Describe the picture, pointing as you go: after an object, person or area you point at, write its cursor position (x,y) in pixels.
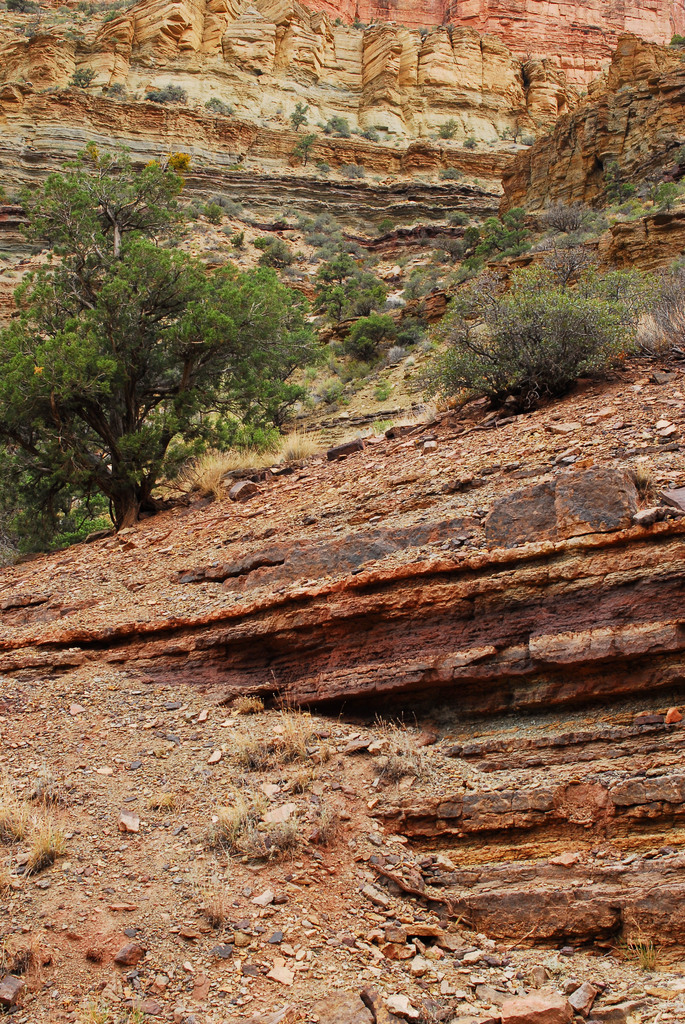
In this image, we can see trees (150,458), plants (323,242) and hills (382,268).
